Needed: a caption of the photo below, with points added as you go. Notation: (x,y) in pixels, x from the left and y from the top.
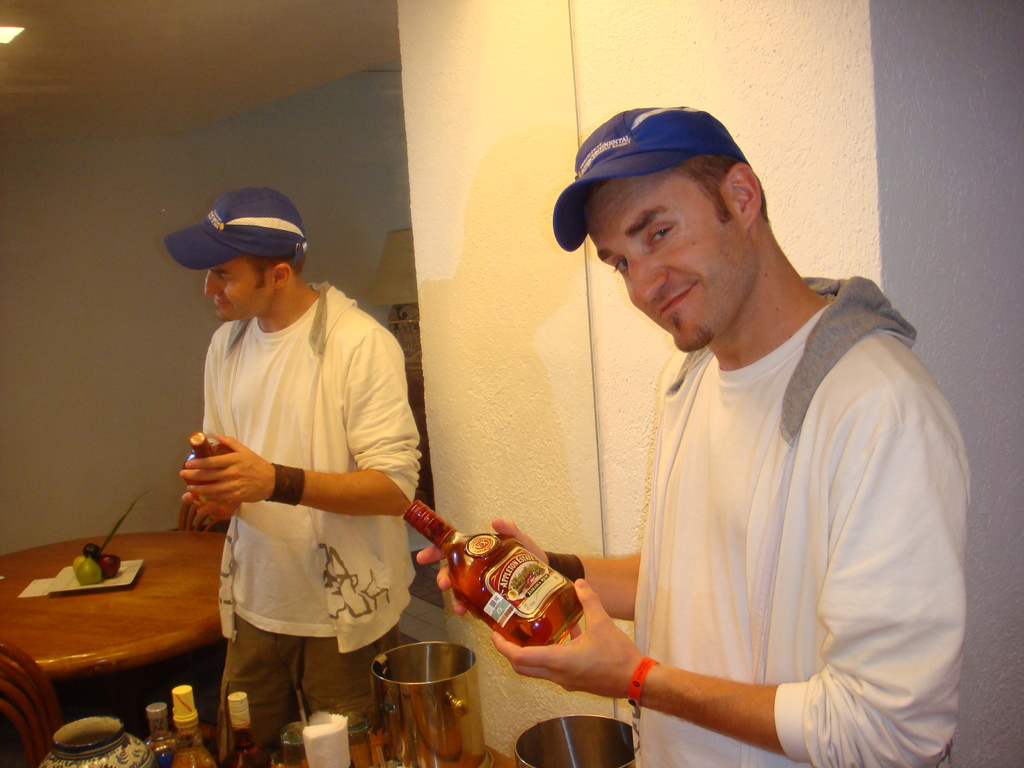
In this image we can see a man (687,341) wearing the cap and also holding the alcohol bottle (474,570) and standing. We can also see the steel vessel (601,741), wall (764,178) and also the mirror (280,336) and through the mirror (261,275) we can see the reflection (321,559) of a person (237,331) wearing the cap (256,235) and also holding the bottle (216,446). We can also see the dining table (211,544) with the chairs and on the table (53,616) we can see the fruits (83,573). We can also see the alcohol bottles (172,693) and some other objects (77,745). We can see the wall (157,270) and also the light (18,31) and the ceiling (193,33).
